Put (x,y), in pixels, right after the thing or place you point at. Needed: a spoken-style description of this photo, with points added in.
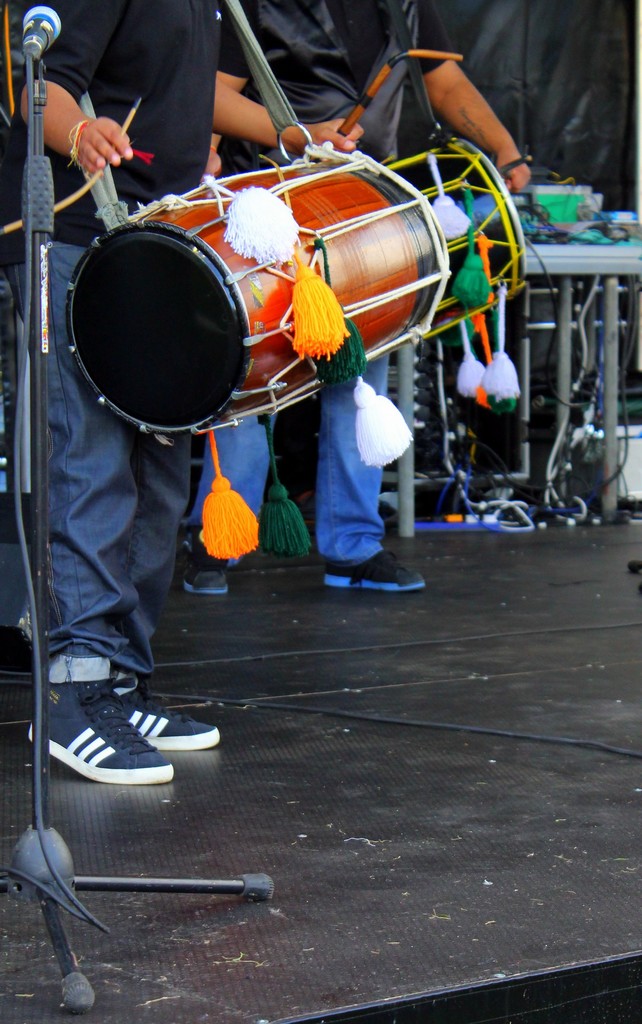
In this image we can see the persons (255,166) standing on the stage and holding drums (345,181). And we can see the mic (31,27). At the side there is the table (560,257), on the table (582,263) there are wires (543,236), box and a few objects (554,173).
